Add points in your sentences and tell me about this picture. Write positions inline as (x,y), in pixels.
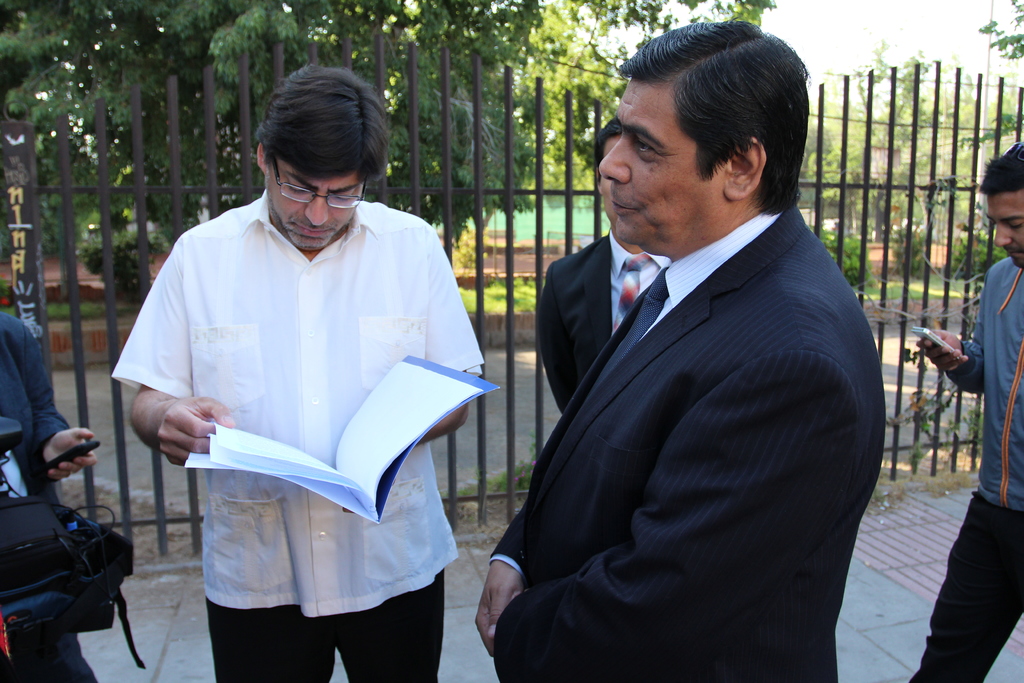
In this picture there are two persons (379,530) standing and holding a file (393,472), the person (554,572) beside him and looking at him, there is a person (977,342) walking and watching the mobile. There is a person (13,341) on to the left (33,467) wearing bag (49,498) and holding an object (82,455) in his hand (86,438). In the backdrop (144,98) there are trees (130,74) and the sky (875,24) is clear.
